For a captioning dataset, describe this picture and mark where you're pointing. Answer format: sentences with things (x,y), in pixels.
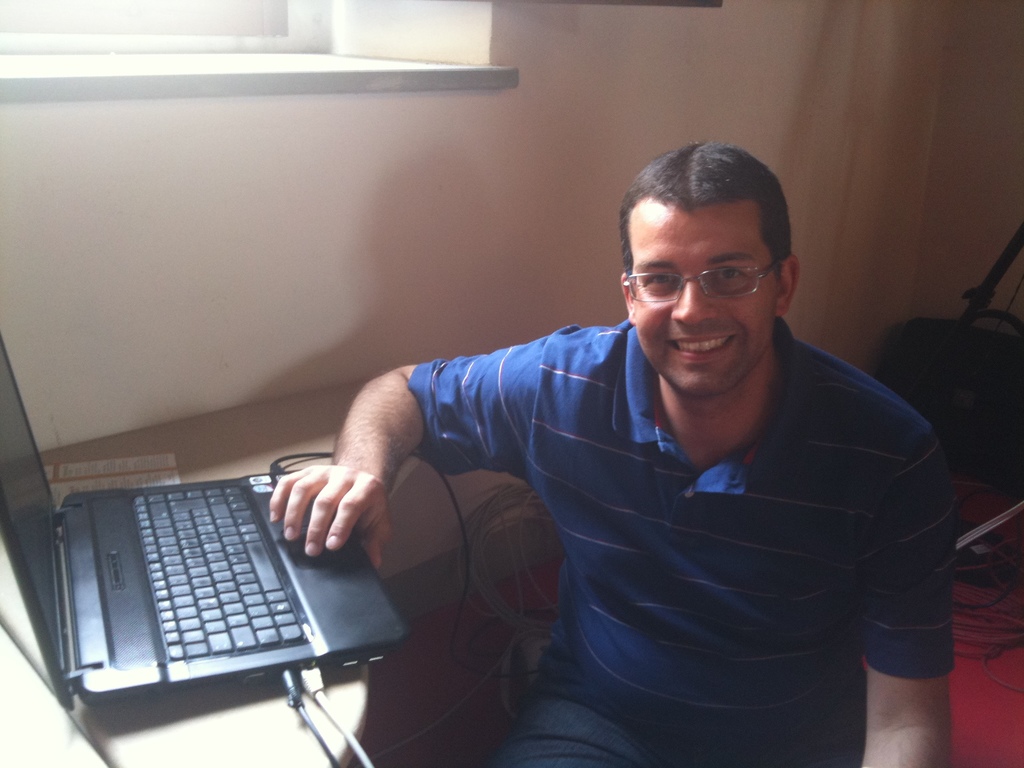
This picture shows a man (407,444) seated with a smile (697,335) on his face (679,339) holding a laptop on the table (129,441).
